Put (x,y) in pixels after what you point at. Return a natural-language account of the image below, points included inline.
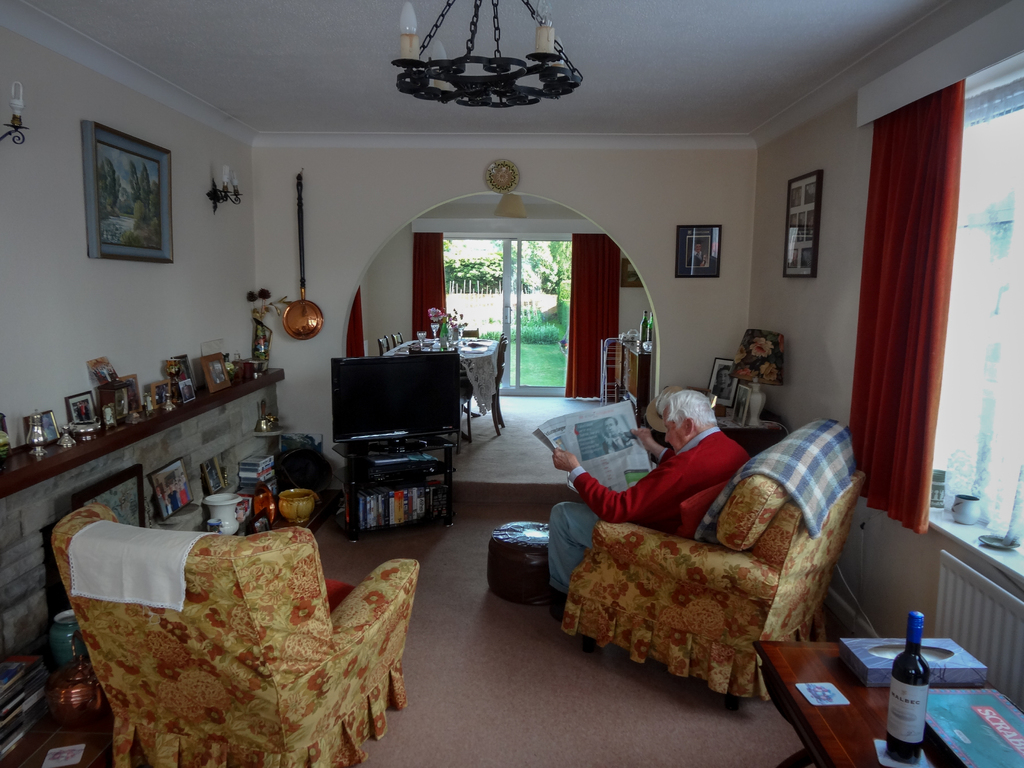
In the image we can see there is a man (675,497) who is sitting on chair (668,607) and reading newspaper (629,457) and there is a tv (431,402) in the room (396,539) and there are lot of decorative items (5,436) on the table rack (200,390).
